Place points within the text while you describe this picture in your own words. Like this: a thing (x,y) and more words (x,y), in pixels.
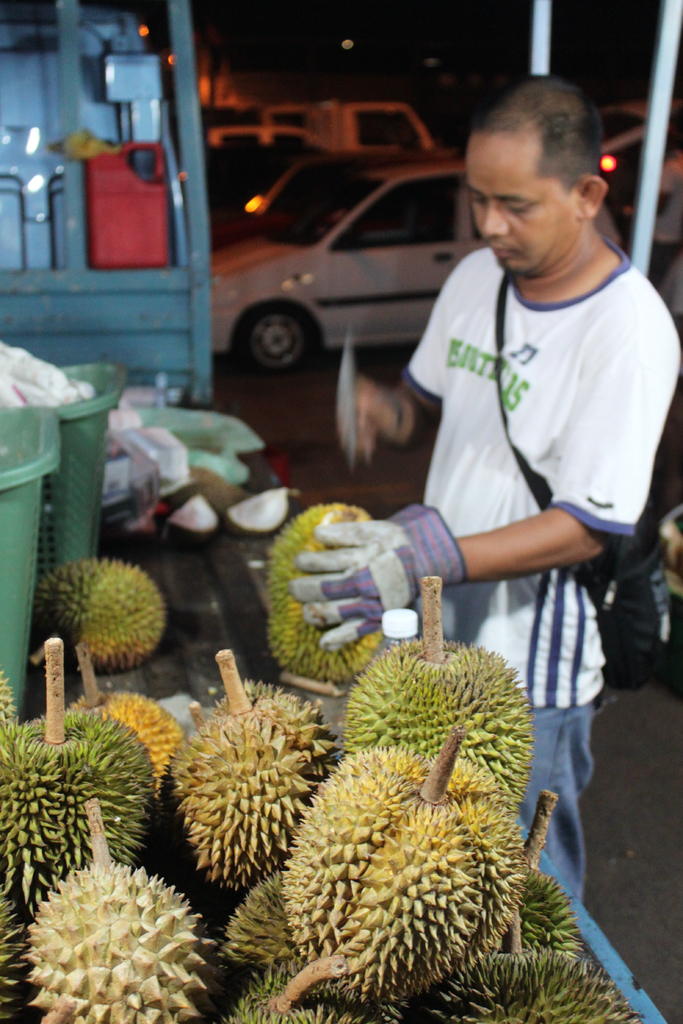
In the foreground (379,590) I can see a person (348,606) is cutting a durian (344,518) with knife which are kept on a table (220,623) and some boxes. In the background (43,335) I can see fleets of vehicles (407,306) on the road (381,374), lights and dark color. This image is taken may be during night.
